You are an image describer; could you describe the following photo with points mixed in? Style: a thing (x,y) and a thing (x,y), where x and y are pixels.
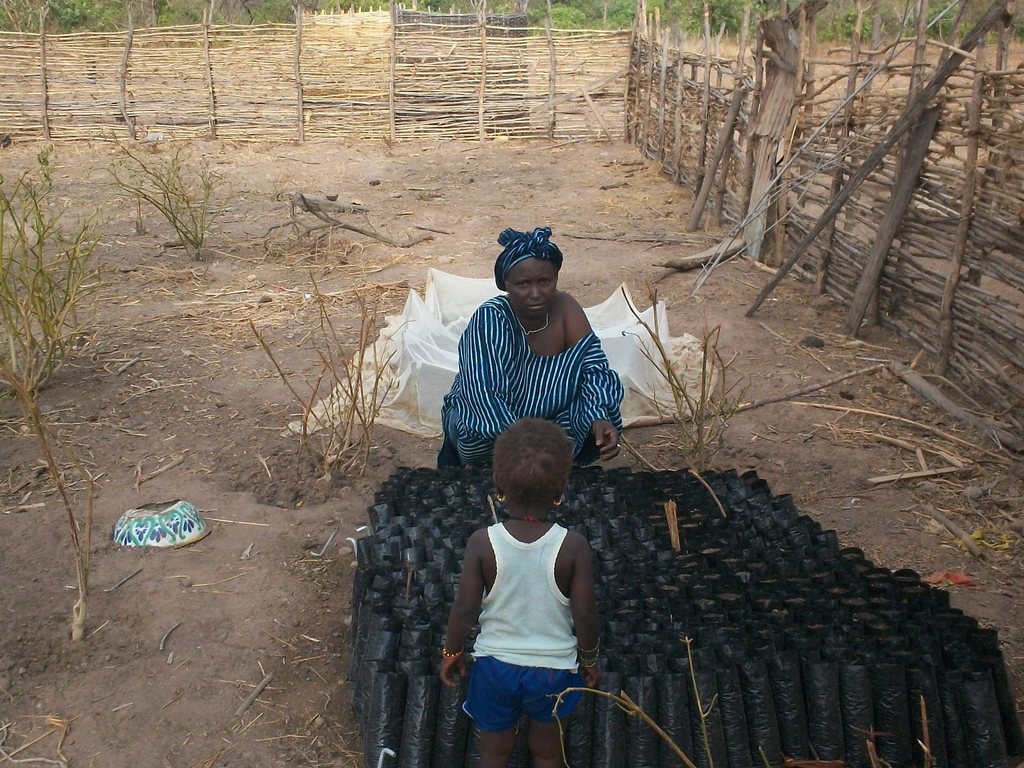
In this image in the front (523,519) there is a kid (503,622) standing. In the center (385,511) there are objects (597,577) which are black in colour and there is a woman (536,330) sitting and there are plants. On the right side (721,143) there is a wooden fence (629,135). In the background (404,124) there are trees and there is a wooden fence (374,64).
